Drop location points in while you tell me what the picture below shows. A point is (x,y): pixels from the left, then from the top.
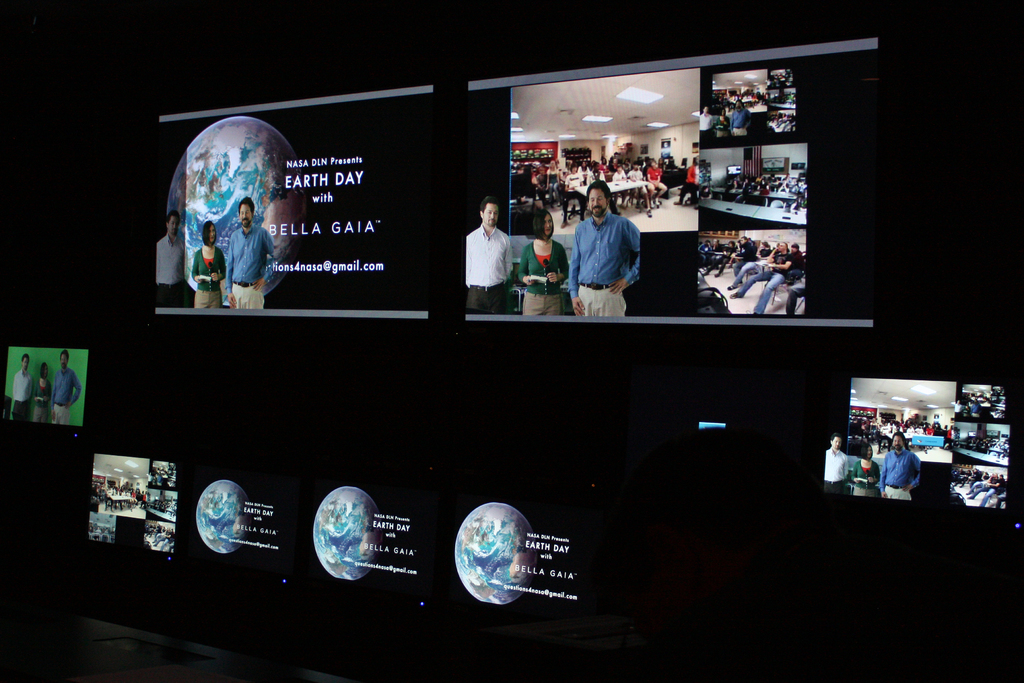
In this image we can see many displays (698,70).
